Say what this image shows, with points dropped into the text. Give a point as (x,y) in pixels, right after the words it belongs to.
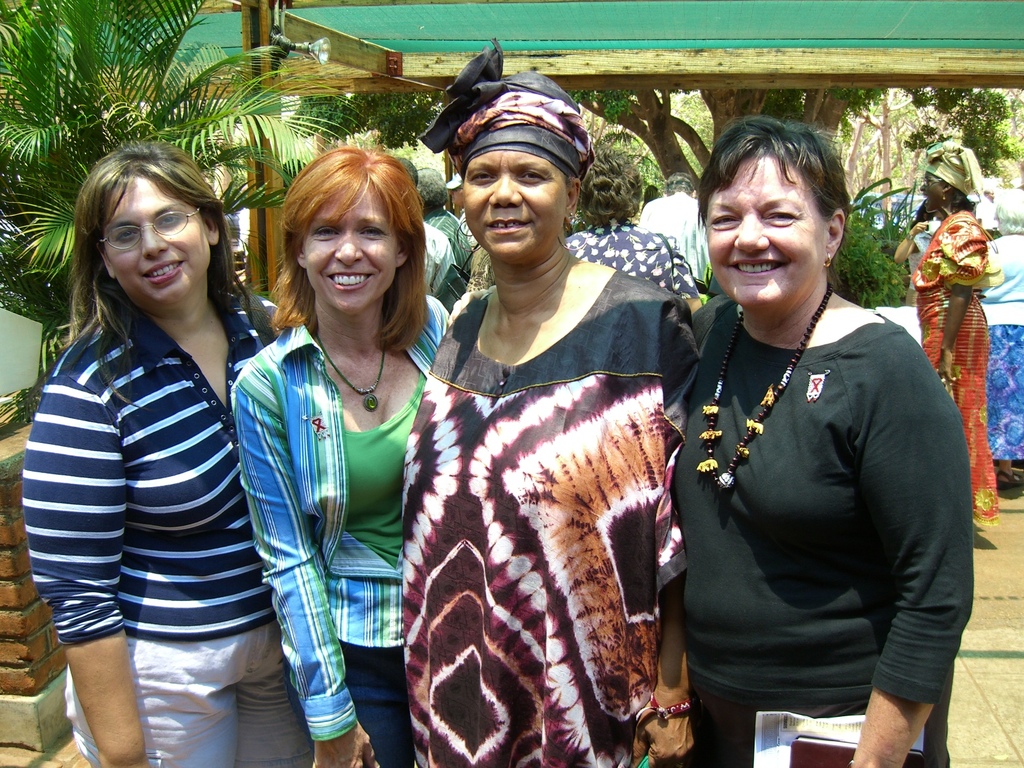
In this image we can see four persons (311,247) and they are smiling. In the background (30,637) we can see wall (30,637), light (286,50), people (995,416), floor (971,721), and trees (41,53).
